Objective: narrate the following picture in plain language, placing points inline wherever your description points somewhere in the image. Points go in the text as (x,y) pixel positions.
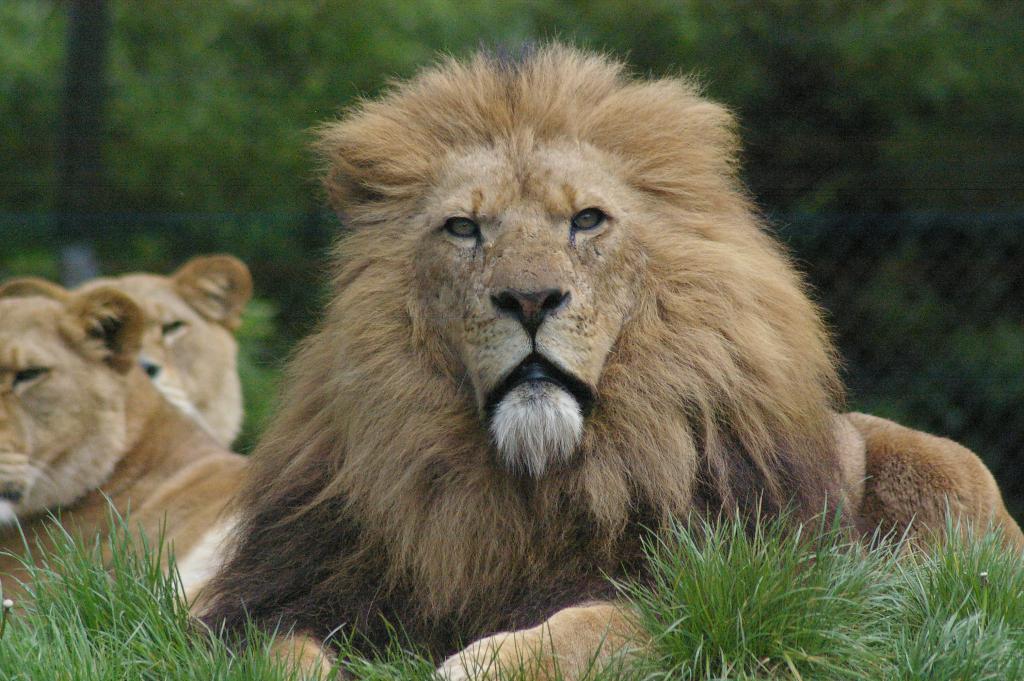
This image consists of a lion (378,413) and lioness (144,442) sitting on the ground (142,659). At the bottom (795,629), there is green grass (636,639). In the background (792,18), there are trees (913,185).
